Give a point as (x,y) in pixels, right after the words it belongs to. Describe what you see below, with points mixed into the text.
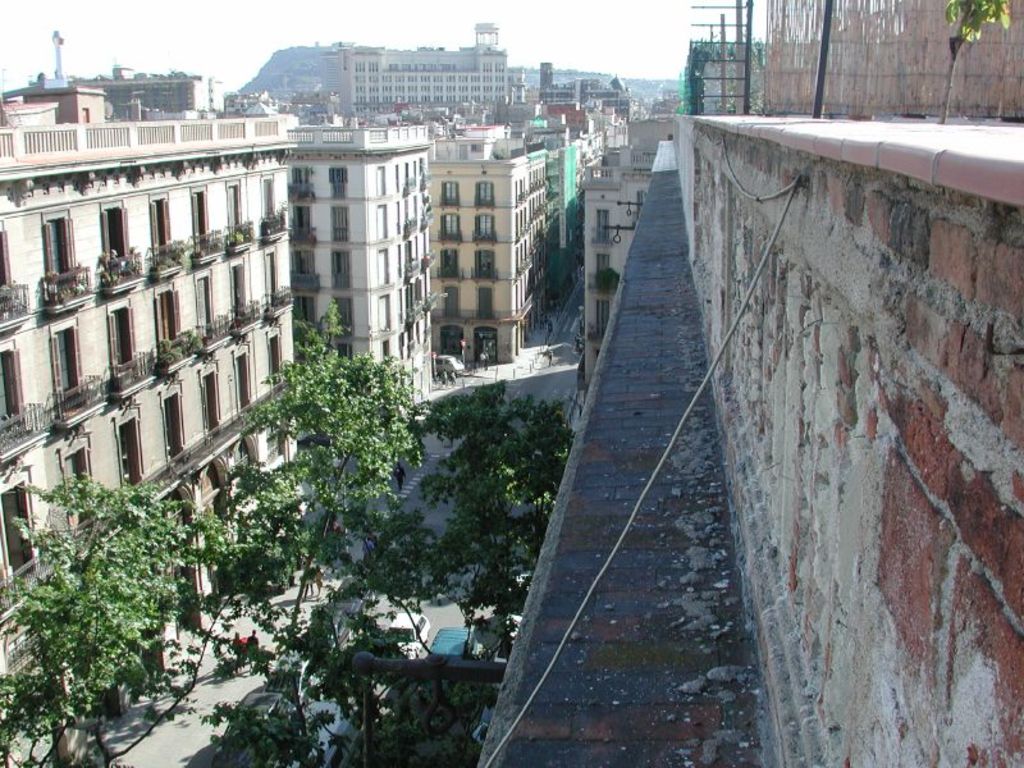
This is a picture of the city (249,324) where there are buildings (16,163), trees (287,532), vehicles (443,368) on the road (181,669), hill (274,91), sky (219,17).
